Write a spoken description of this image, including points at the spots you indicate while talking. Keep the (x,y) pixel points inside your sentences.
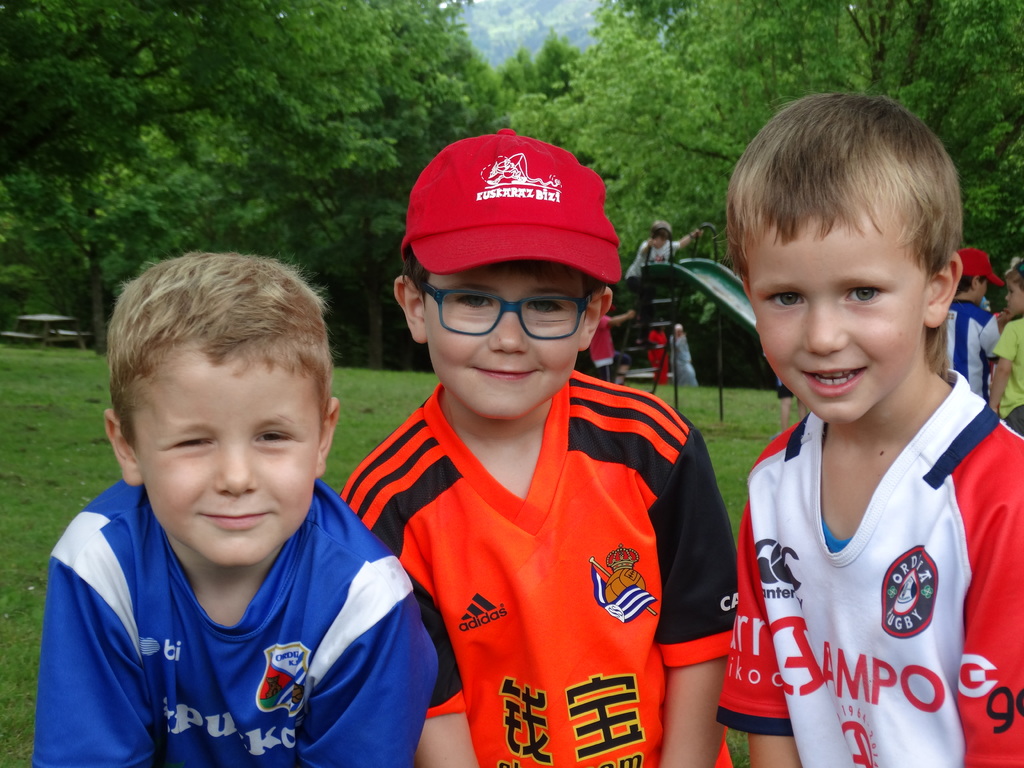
In this picture there are small boys (953,516) in the center of the image (534,297) and there are other children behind them, there is a slide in the background area of the image (742,317) and there are trees (109,149) in the background area of the image (683,168).
